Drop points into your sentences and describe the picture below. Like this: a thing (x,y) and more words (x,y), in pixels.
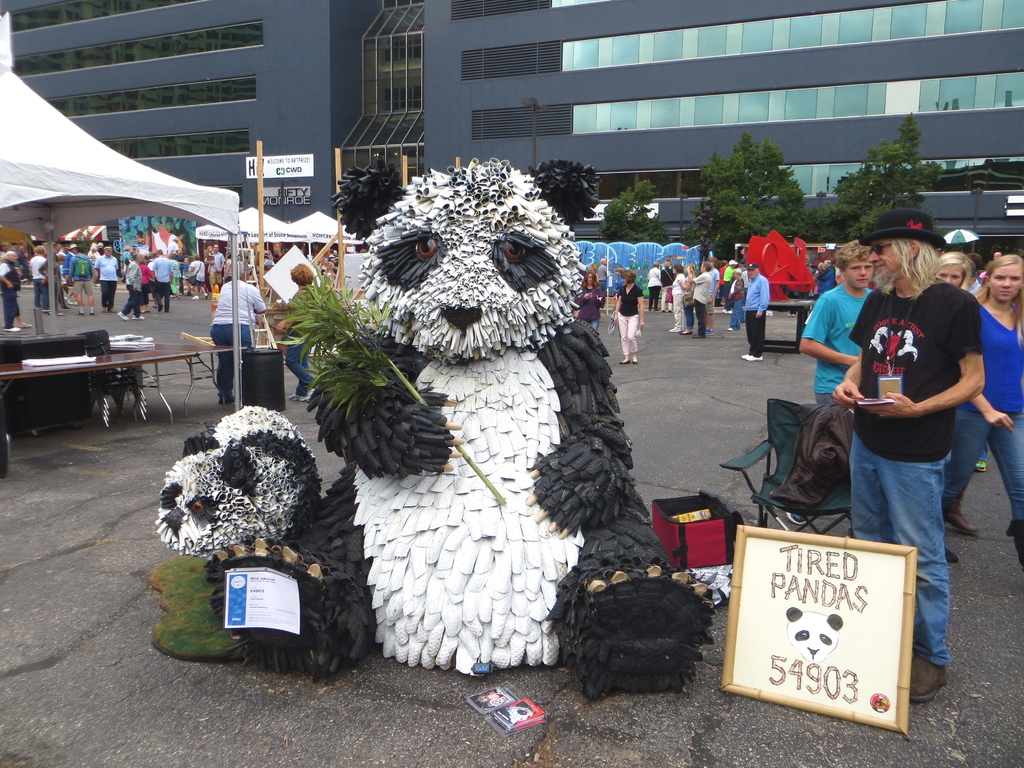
In this picture we can see one big building (411,171) in front some people (222,382) are standing, there are few stakes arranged and also two panda sculptures (415,590).
